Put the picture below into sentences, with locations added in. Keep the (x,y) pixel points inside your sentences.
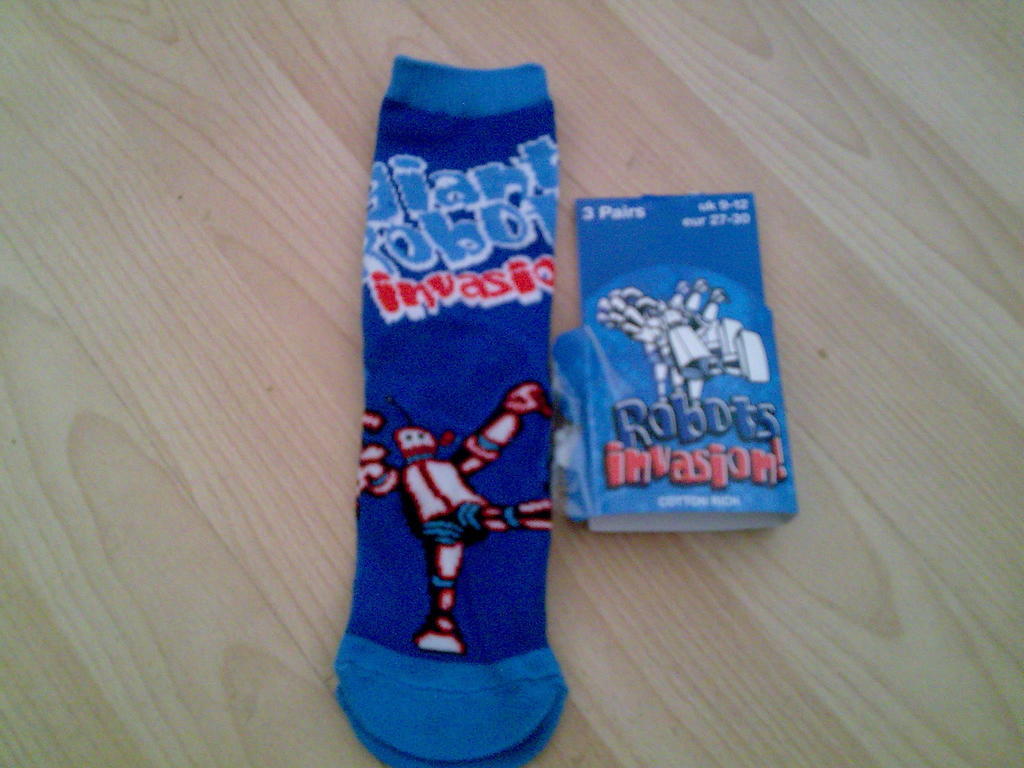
In this picture we can see a sock (491,228), robot (425,446) is printed on it and aside to that it is a card (720,306) where the sock (511,459) is removed from this card (683,363) and this both are placed on the table (919,401).
